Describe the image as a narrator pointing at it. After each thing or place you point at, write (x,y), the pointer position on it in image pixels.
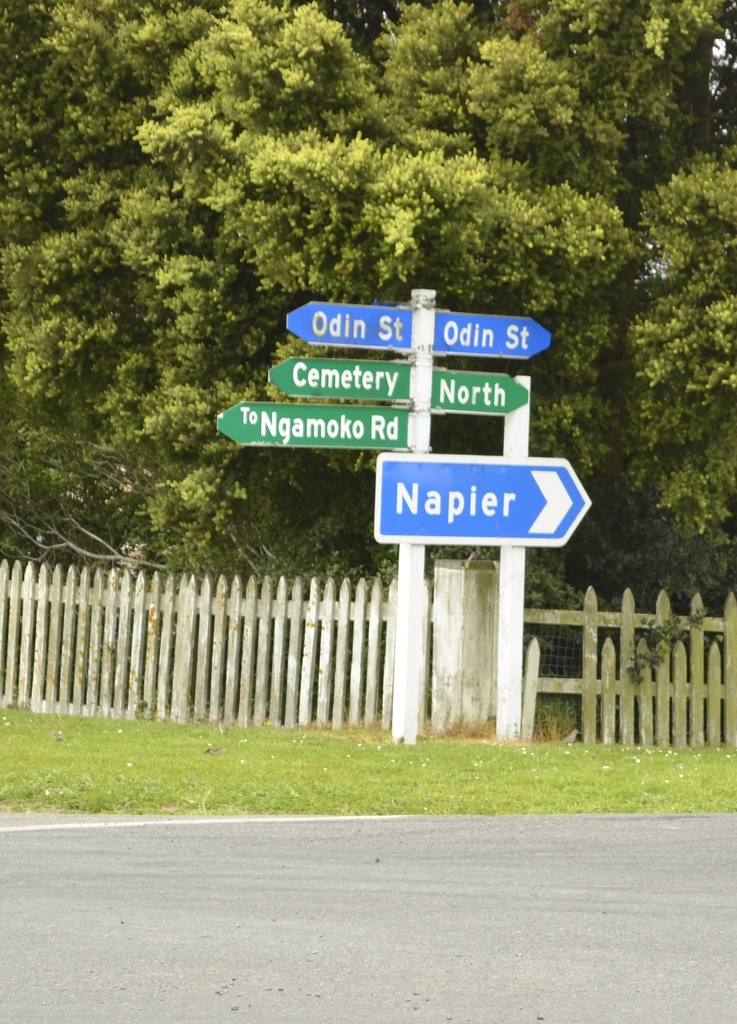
In the middle of the picture (270,421), we see direction boards (522,513) in blue and green color with some text (335,379) written on it. At the bottom of the picture (246,879), we see the road (408,910) and grass (390,788). Behind the board (492,479), we see a fence (324,642) and there are trees (505,171) in the background (433,438).
